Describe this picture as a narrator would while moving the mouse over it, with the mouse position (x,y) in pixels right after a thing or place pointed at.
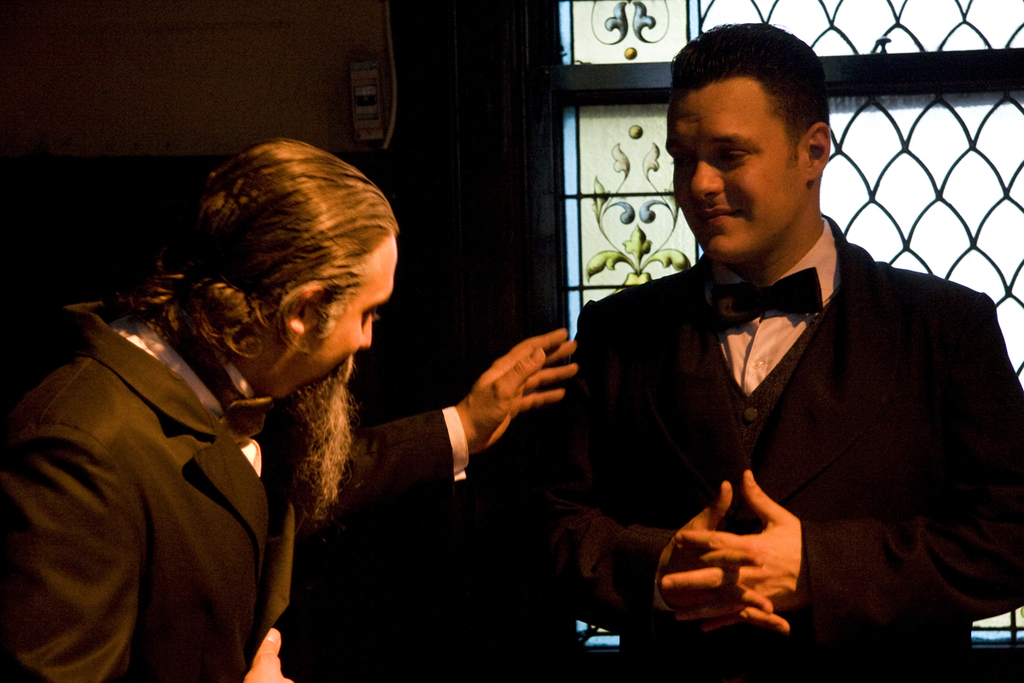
In this image we can see two persons (797,236). And we can see the metal fence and some design (635,257) on the glass window (650,214).
